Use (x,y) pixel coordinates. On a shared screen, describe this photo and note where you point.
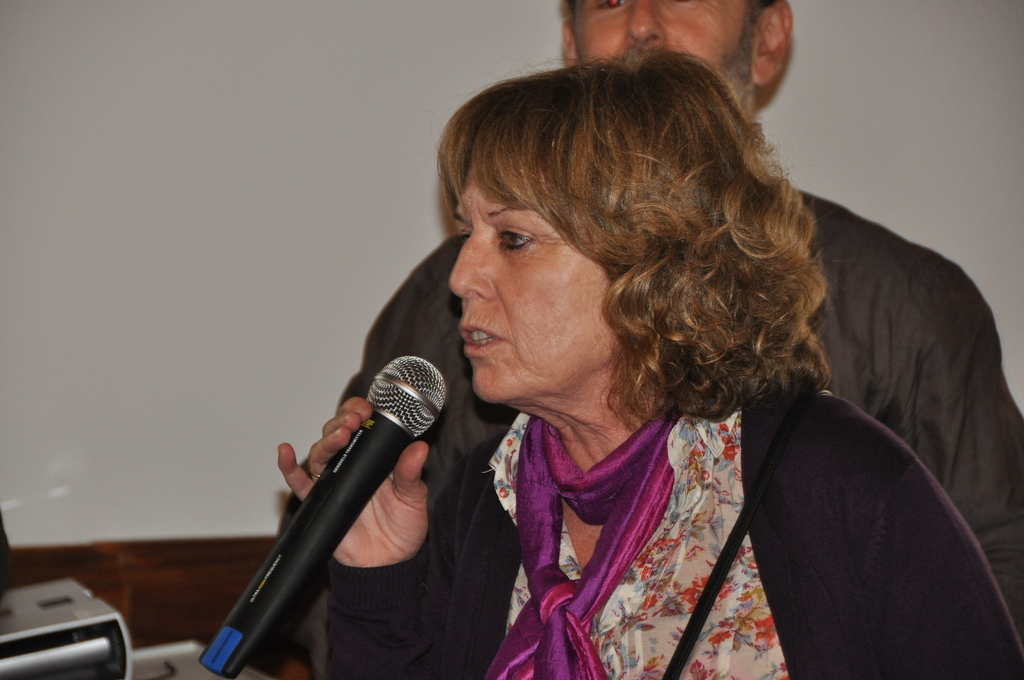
There is a woman (454,629) who is speaking. She is holding mike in her right hand (359,415), she wore black color coat (486,541) and a purple color stole (582,517) around her neck (578,534). There is a man (948,278) who is standing behind her who wore black shirt (419,281) and in the background (344,294) there is a white color wall (234,283) and there is some instrument (114,646) to the right side of the woman (483,553).
